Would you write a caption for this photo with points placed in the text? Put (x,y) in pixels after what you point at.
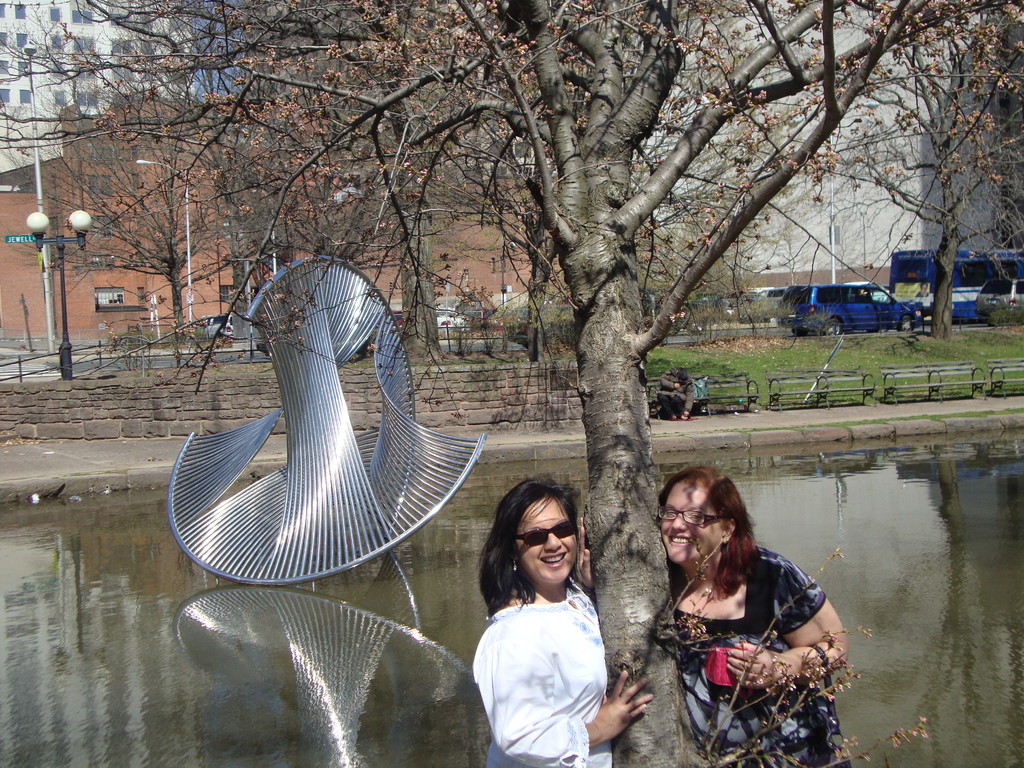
This is an outside view. At the bottom (698,614) two women (544,662) are standing and leaning to a tree trunk (640,558). Both are smiling and giving pose for the picture. On the left side (327,373) there is a metal object (336,455). On the right side (805,395) there are few benches (800,385) on the ground (789,421). one person (673,398) is sitting on the bench (697,400). In the background (790,299) there are some vehicles (920,320) and buildings (63,166).
